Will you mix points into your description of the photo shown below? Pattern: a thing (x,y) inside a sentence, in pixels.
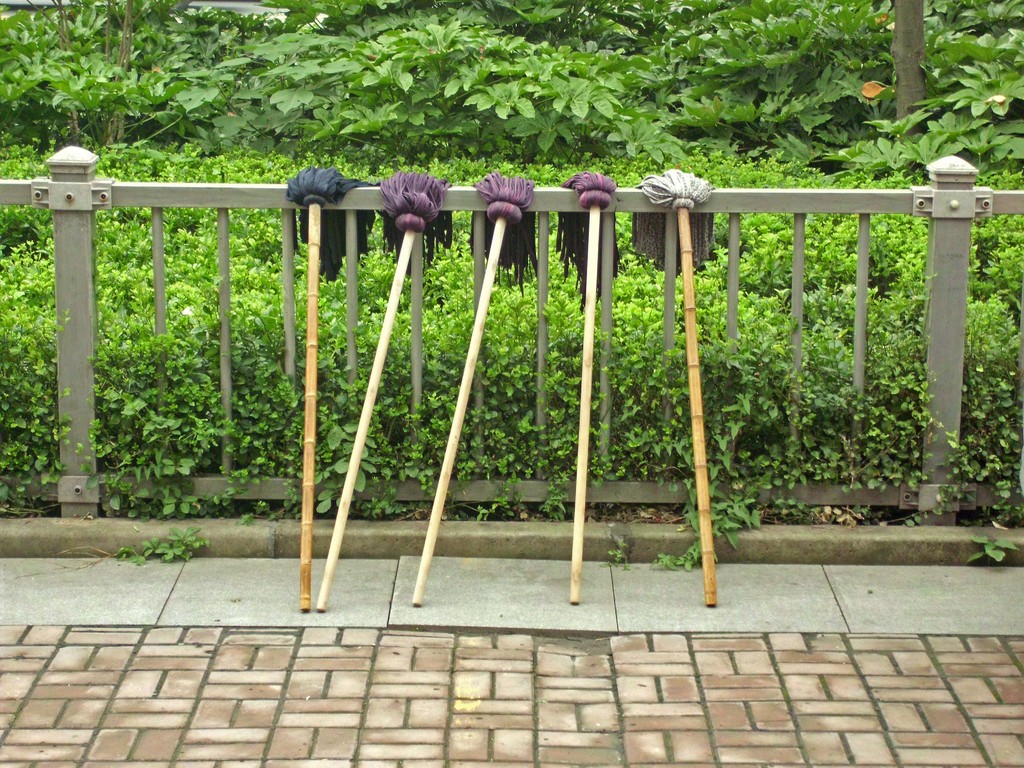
Here in this picture we can see number of mops (297,189) present on the railing (347,241) over there and we can also see plants (536,385) present all over there.
